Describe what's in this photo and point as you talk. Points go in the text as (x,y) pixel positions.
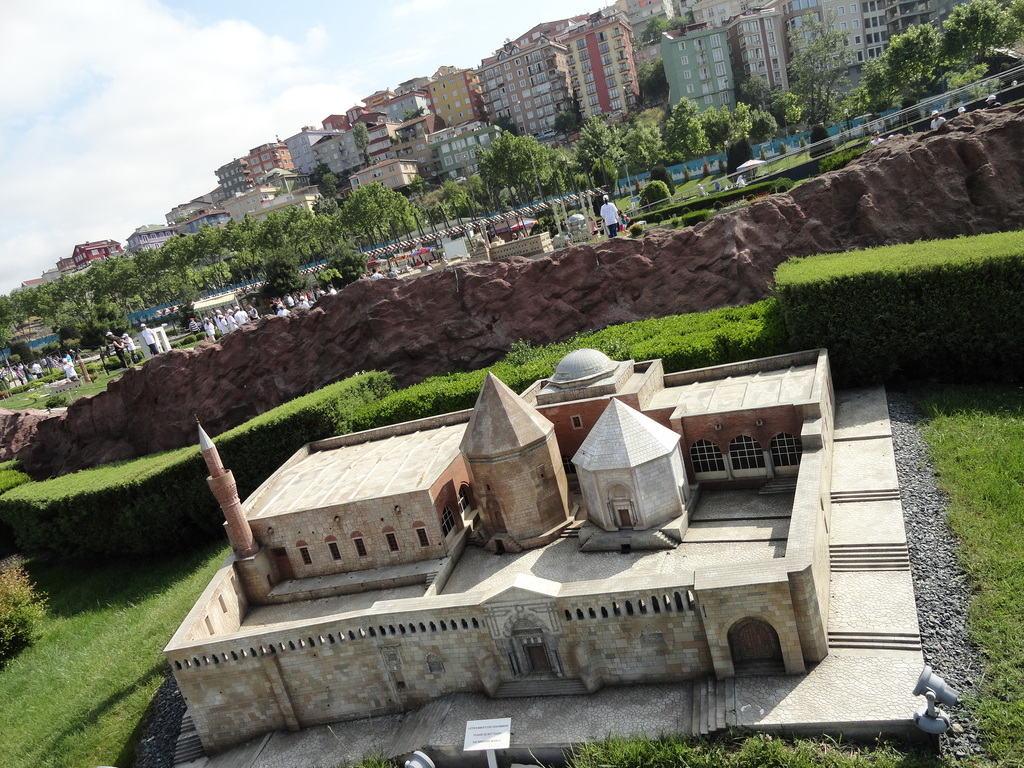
In this image we can see some buildings (448,87) with windows (705,89), there are some plants (359,402), trees (131,287), people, rocks (351,352) and grass (32,663). In the background (360,53) we can see the sky (347,43).
